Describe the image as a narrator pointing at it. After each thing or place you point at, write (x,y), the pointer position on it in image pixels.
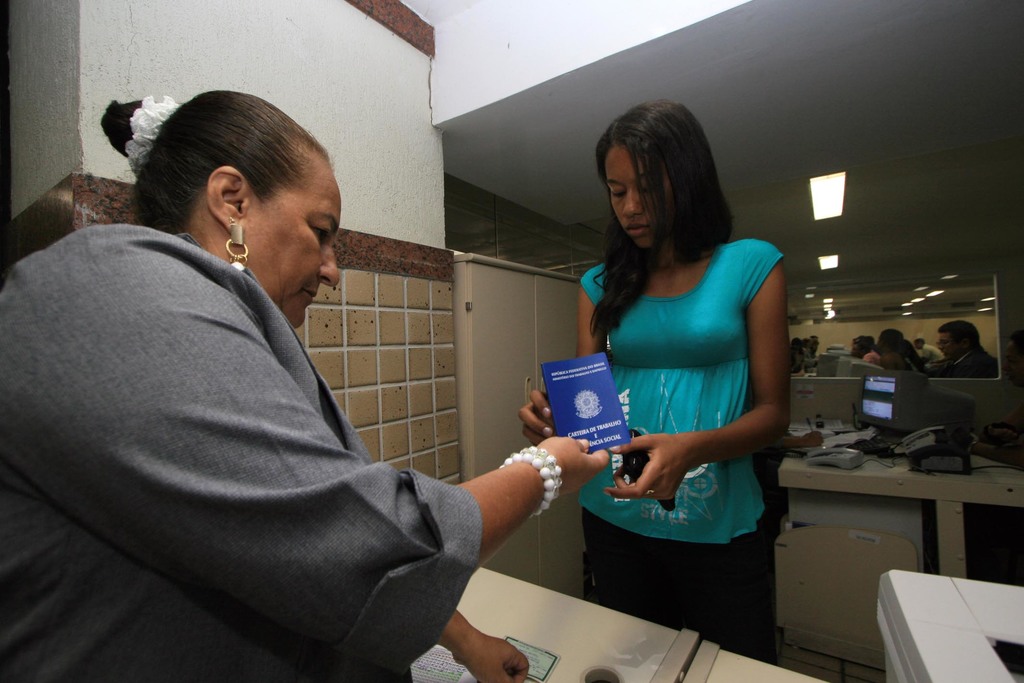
To the left side (256,487) there is a lady (229,489) with grey shirt (243,441) is standing. In front of her there is another lady (633,412) with blue top (694,392) is standing and holding a book (619,411) in her hand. In between them there is a table (577,610). In the back (910,390) there monitors (896,390) on the table (888,468). There are some people (875,363) sitting. On the top (834,214) there are lights (834,214).
